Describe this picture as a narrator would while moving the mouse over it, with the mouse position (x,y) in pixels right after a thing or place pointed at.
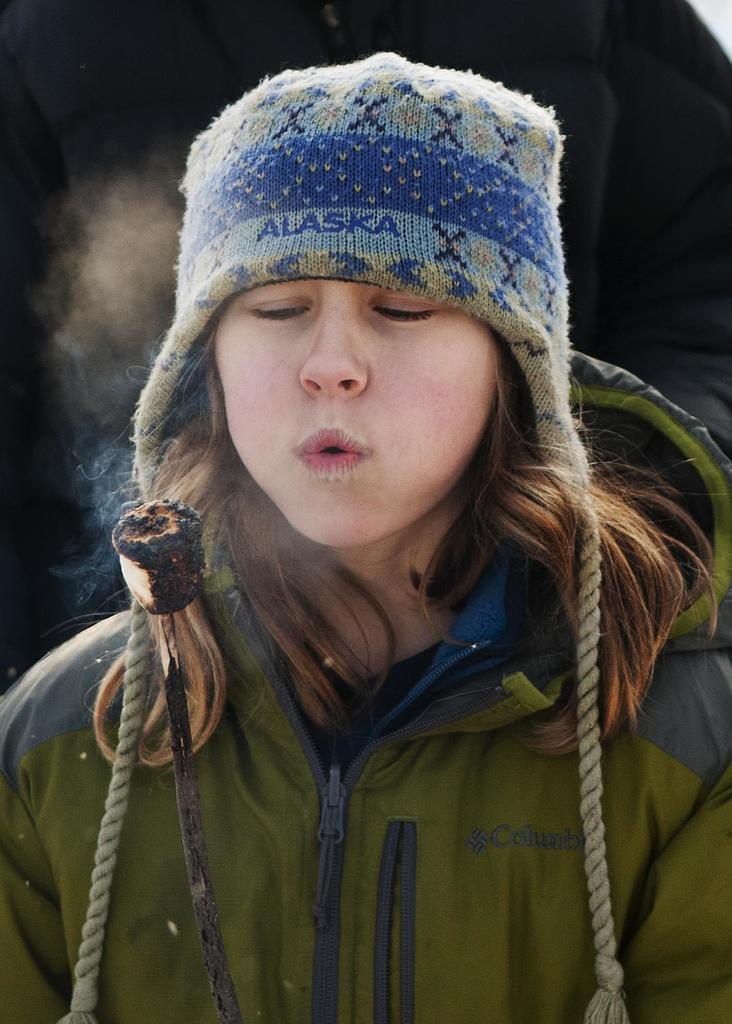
In the middle of the image (425,614), there is a woman (351,108) in a green color jacket (481,749), wearing a cap (497,176) and blowing with a mouth (318,452). And the background (682,291) is dark in color.
